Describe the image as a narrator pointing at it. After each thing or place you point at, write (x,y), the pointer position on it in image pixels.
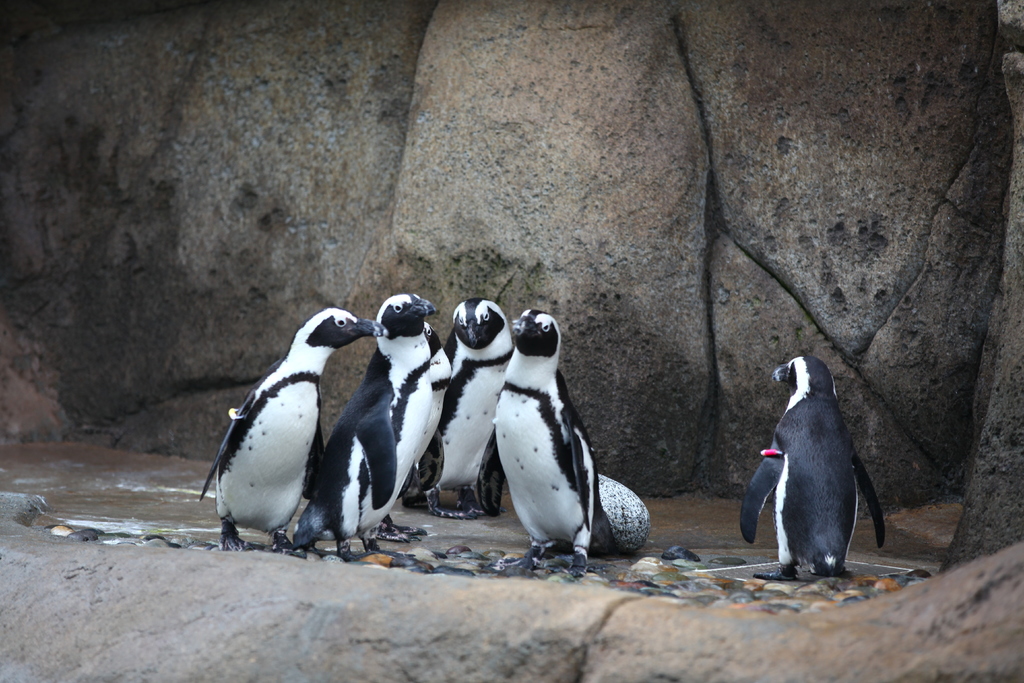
In this image, we can see a rock hill (919,165). There are penguins (580,532) in the middle of the image (552,374).
